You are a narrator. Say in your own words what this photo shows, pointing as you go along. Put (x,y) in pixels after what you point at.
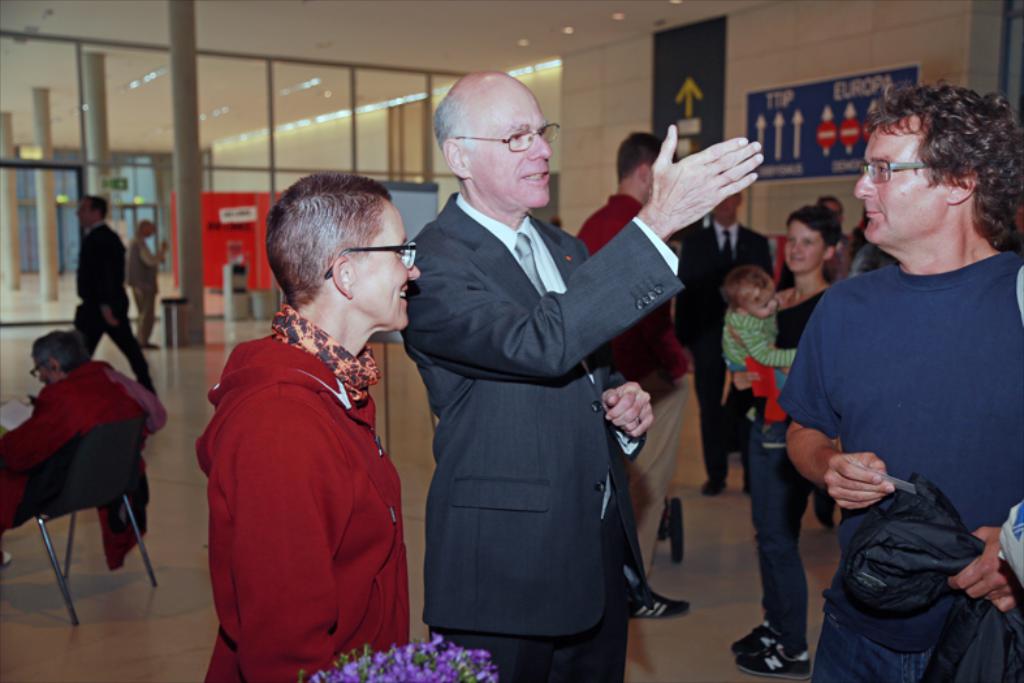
In this picture, we see many people (886,401) standing. In the middle of the picture (456,409), we see a man (504,391) in grey blazer (504,368) is talking to the person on the opposite side. On the left of him, we see women (303,460) wearing red jacket (342,560) is smiling. On the right side of the picture (939,273), we see a man (908,351) in blue t-shirt (982,371) who is wearing spectacles (872,167) is trying to talk with the opposite man (499,328). Behind them, we see a baby (745,339) in green t-shirt (745,339). Behind them, we see a wall (602,102) and on wall (605,128), we see some posters (836,136) sticked on it. On the left corner of the picture (89,383), we see person (70,427) in red jacket (36,418) is sitting on the chair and on background (164,52), we see many pillar (173,126) and windows (323,144).
